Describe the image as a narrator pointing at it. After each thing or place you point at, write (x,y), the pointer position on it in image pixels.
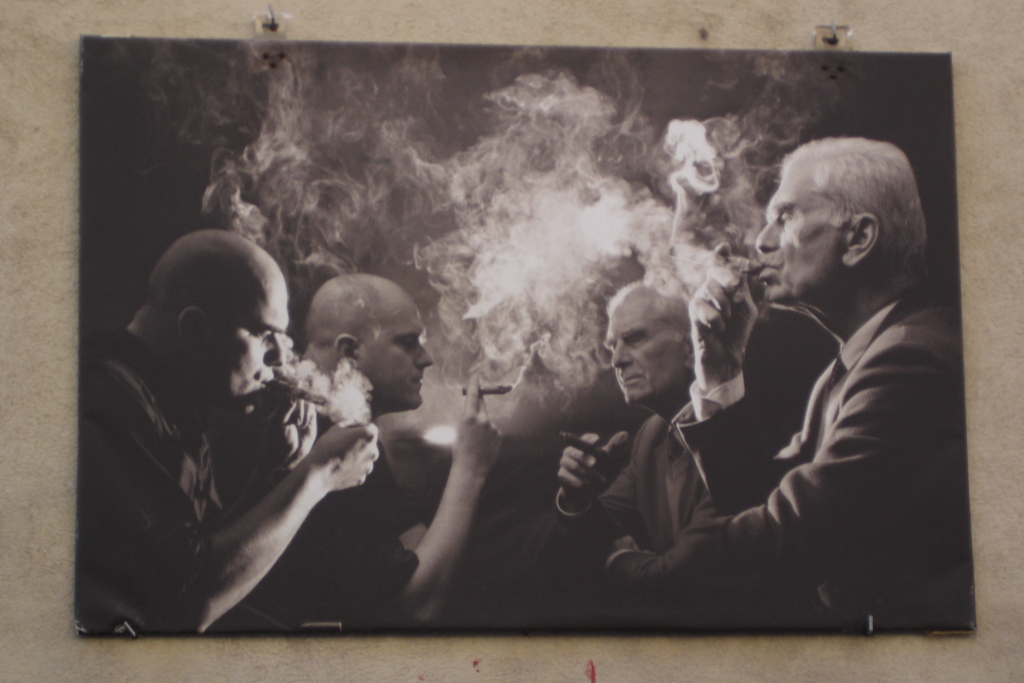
In this image we can see a wall hanging (438,218) in black and white. In the wall hanging (573,270) there are men (370,279) smoking.
